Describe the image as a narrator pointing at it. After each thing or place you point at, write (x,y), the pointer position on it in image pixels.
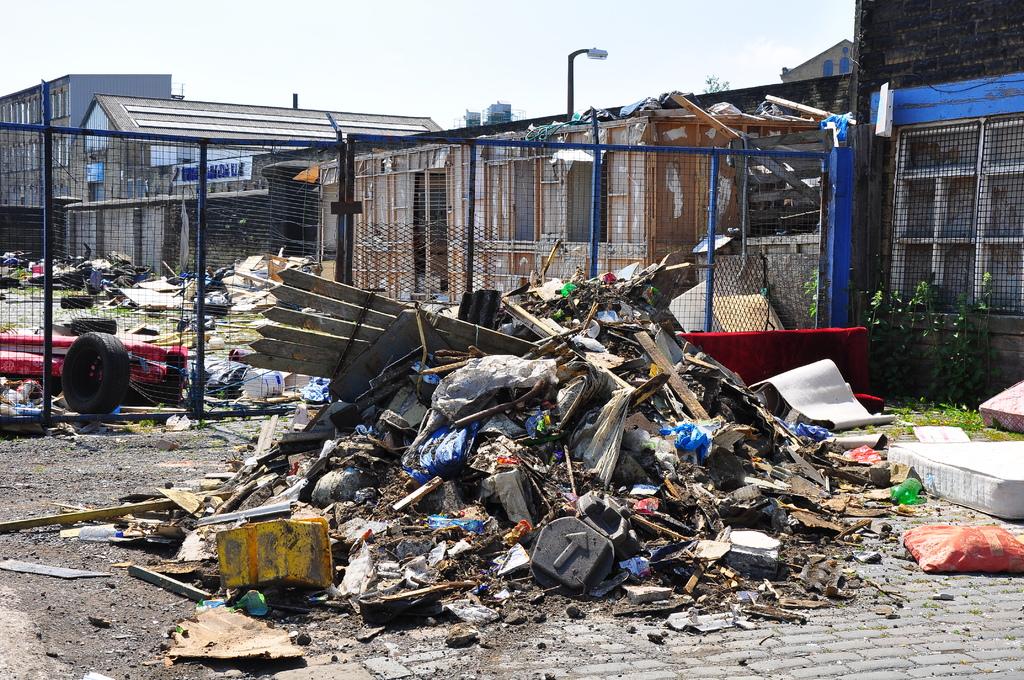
In the foreground (462,436), I can see wooden objects (300,439), plastic items (312,534) and garbage (666,533) on the road (892,505). In the background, I can see a fence (599,231), buildings (899,272), carton boxes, light poles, grass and the sky (198,32). This picture might be taken in a day.
